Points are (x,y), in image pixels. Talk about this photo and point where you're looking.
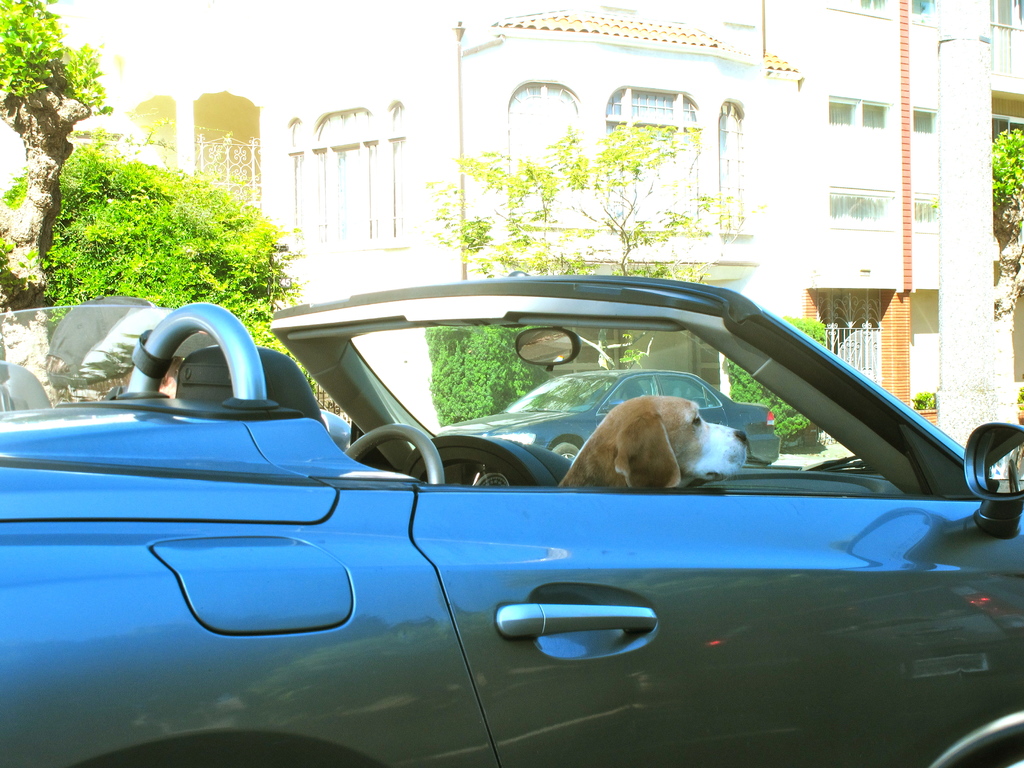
A dog (621,414) sitting in a top less car (365,412) and there is also buildings (434,158), trees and a car (591,380) beside it.
